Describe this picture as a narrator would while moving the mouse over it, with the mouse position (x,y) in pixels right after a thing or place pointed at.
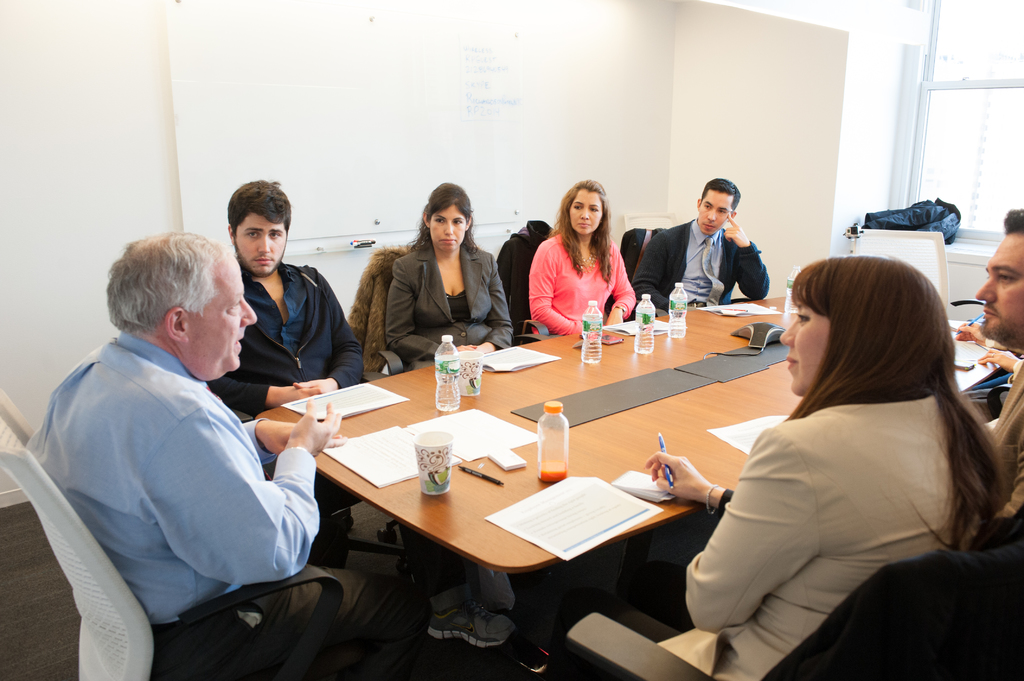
In the picture there is a room (510,401) in which a meeting is going there are many people (294,533) sitting on the chair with a table (527,544) in front of them on the table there are different items (358,451) such as bottle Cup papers (363,389) there is a wall (122,58) on the wall (799,101) there is a board (506,25).
